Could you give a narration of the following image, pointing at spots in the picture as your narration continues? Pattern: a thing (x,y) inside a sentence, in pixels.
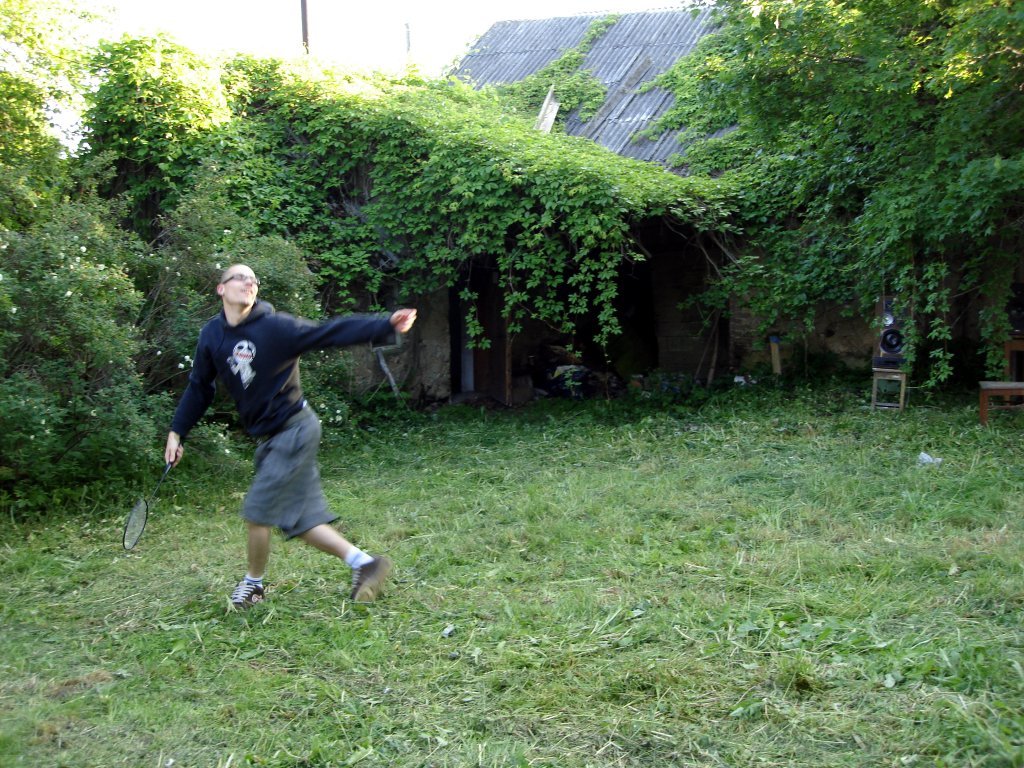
In this image there is a man (250,418) standing on the grass (300,615) by holding the badminton racket (132,539). In the background (367,156) there are so many plants (533,177) on the asbestos sheets (615,135). At the bottom (473,718) there is grass (588,639).
